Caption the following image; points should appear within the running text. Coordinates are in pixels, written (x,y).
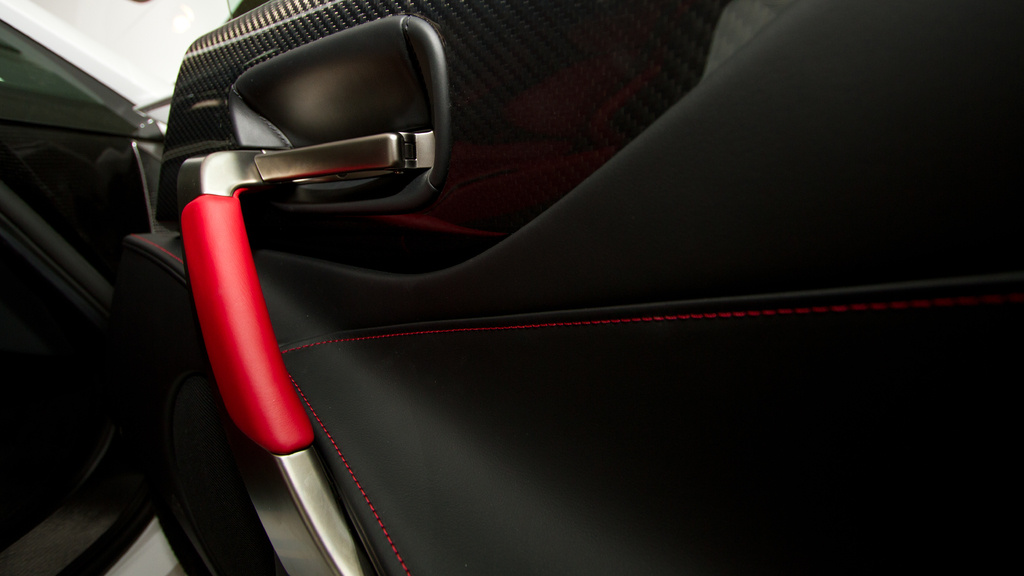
In this picture we can observe a car door (452,382) which is in black color. We can observe a red color handle (249,320). On the left side (137,63) there is a white color car (72,46).
